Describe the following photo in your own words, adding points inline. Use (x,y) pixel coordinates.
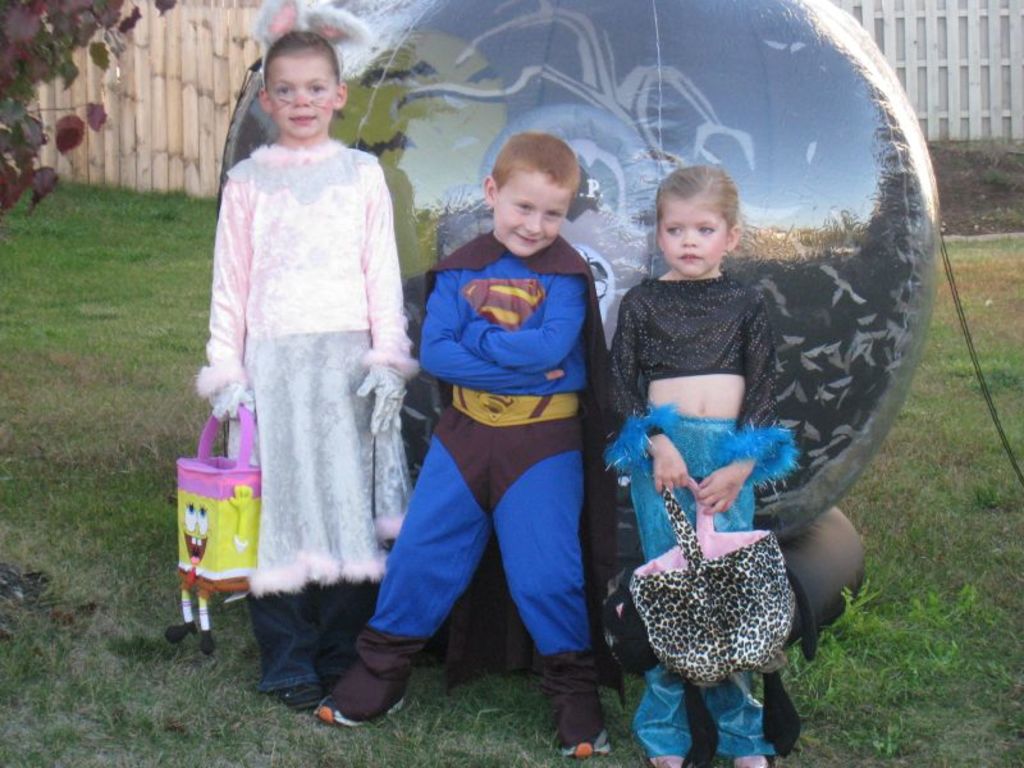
In this image there are three kids (483,451) standing in middle of this image (523,465) and there is one object (646,188) is in the background (621,90) which is in round shape. There is a fencing wall (221,61) on the top of this image (136,92), and there are some grass (123,358) on the bottom of this image (160,518). the right side kid (691,406) is wearing black color dress (707,314) and holding a bag (704,597), and the left side person (299,440) of this image is holding a bag (238,510) and wearing a white color dress (294,233), and the middle side kid (522,380) is wearing a superman dress (491,346). There are some leaves (60,55) on the top left corner of this image (48,65).
